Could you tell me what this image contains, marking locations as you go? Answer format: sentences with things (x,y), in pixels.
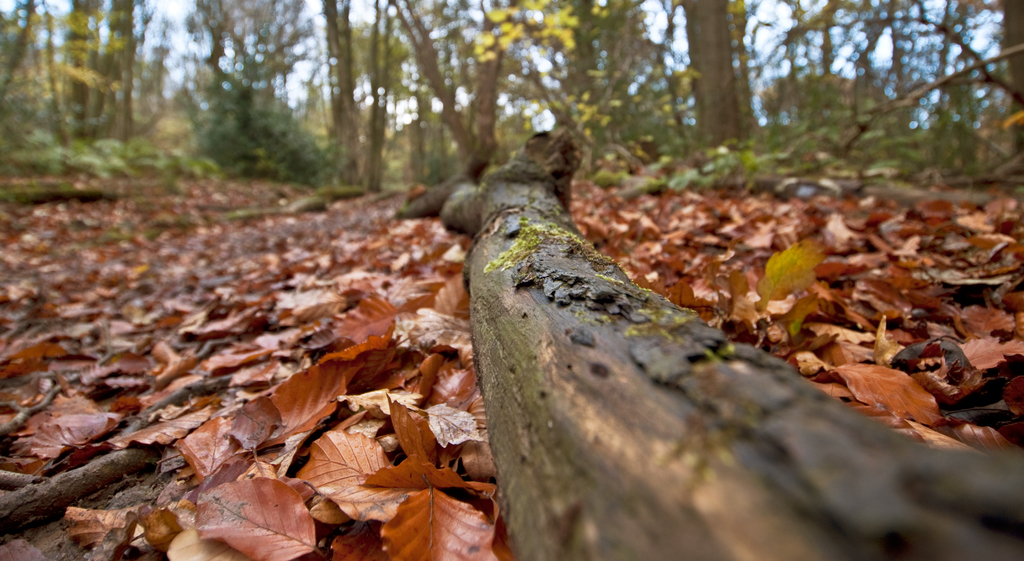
In this picture we can see a wooden log (548,376), dried leaves (410,339) on the ground (249,356) and in the background (275,96) we can see trees (752,113) and the sky (407,67).
